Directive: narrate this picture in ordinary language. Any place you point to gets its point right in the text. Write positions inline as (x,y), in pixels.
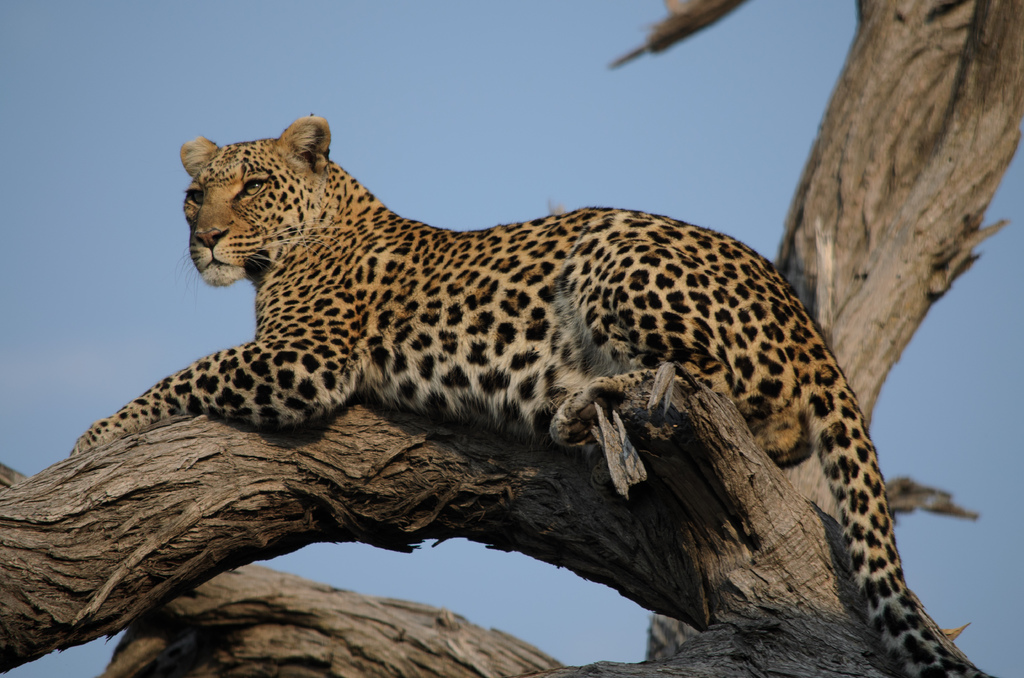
In this image we can see a leopard (551,294) on a tree (326,431). In the background (534,185), we can see the sky (503,131).
